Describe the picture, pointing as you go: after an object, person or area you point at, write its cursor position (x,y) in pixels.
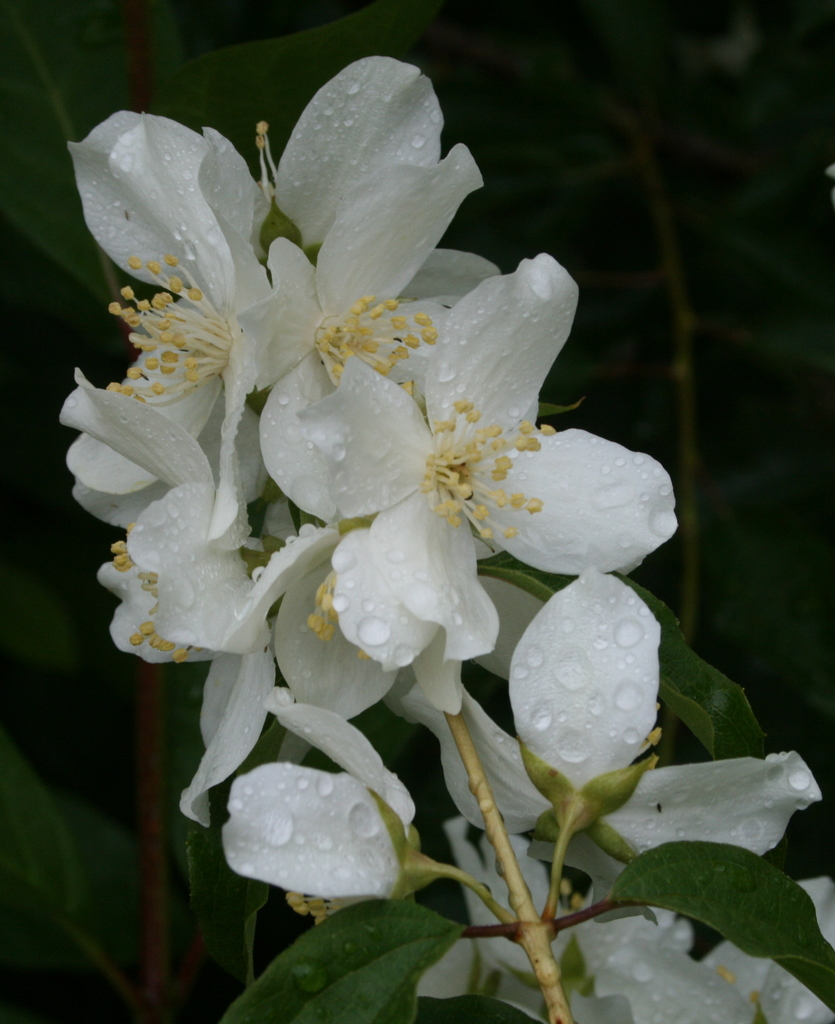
In this picture I can see there is a stem (515,879) with white flowers (317,568) and it has white petals (332,295) with water droplets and the backdrop (163,966) there are plants (4,777), it is bit dark.
